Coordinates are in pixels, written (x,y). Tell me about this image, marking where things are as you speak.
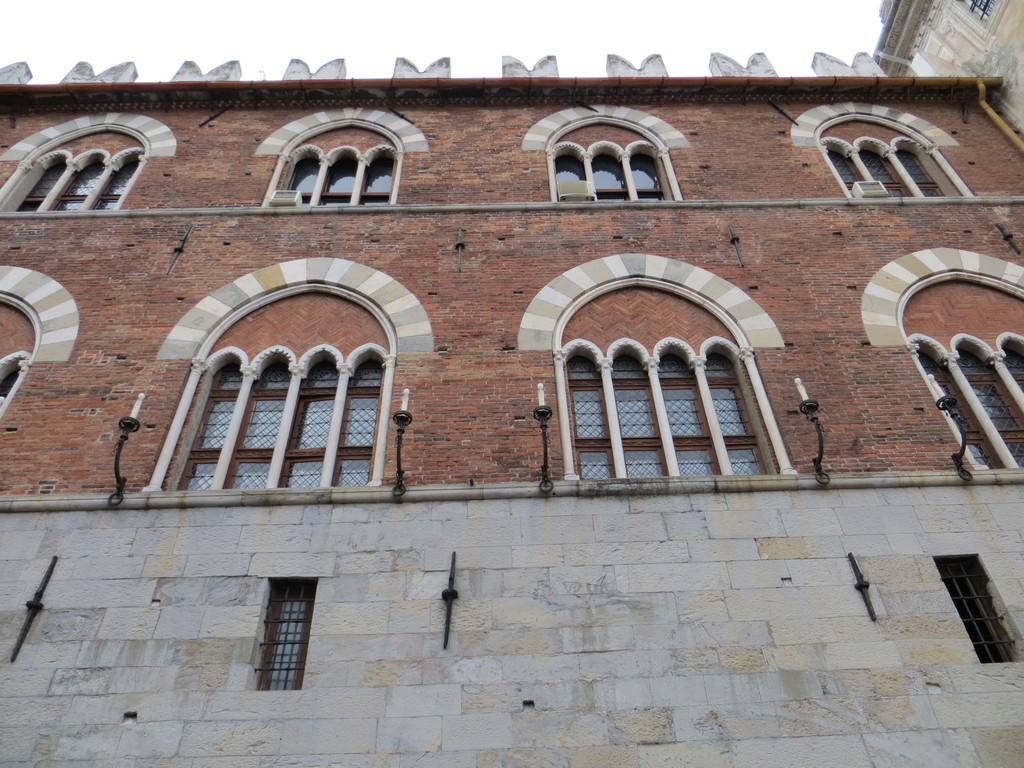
As we can see in the image there is a building (397,333), candles (408,407), windows (585,405) and on the top (403,27) there is a sky (366,32).
